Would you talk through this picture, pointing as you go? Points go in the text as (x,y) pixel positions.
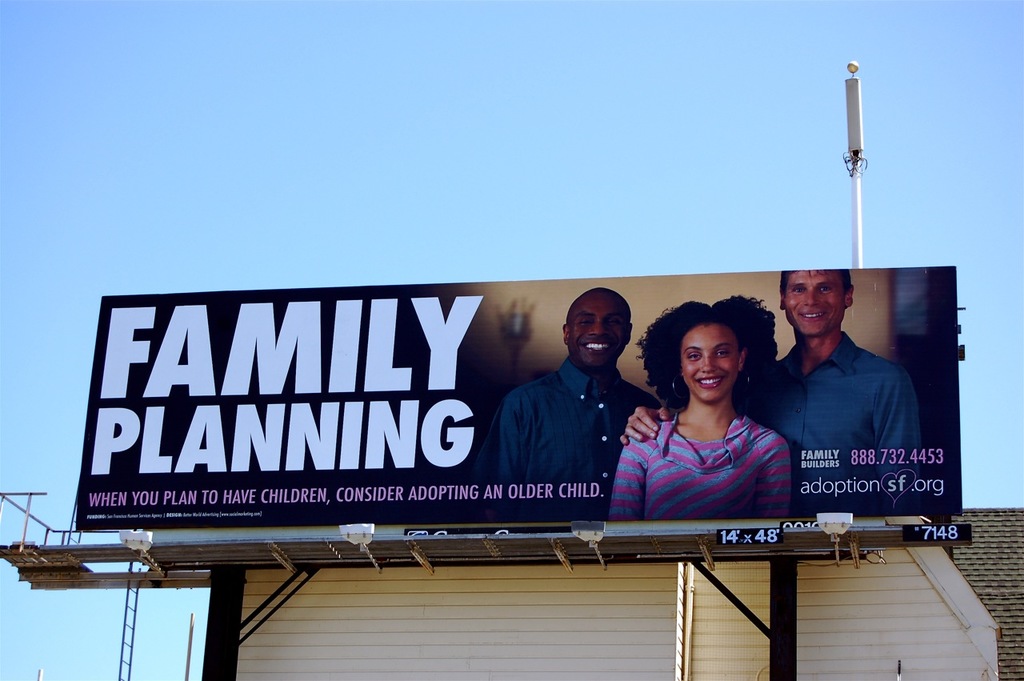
In this image I can see a board (753,440), in the board (774,402) I can see three persons (750,402). The person (837,408) at right (884,418) wearing blue color shirt (854,418) and the person (776,436) in the middle (675,445) wearing blue and pink color dress (727,472) and I can see something written on the board (704,480). Background (498,654) I can see a house (537,626) in white color and the sky (467,117) is in blue color.
